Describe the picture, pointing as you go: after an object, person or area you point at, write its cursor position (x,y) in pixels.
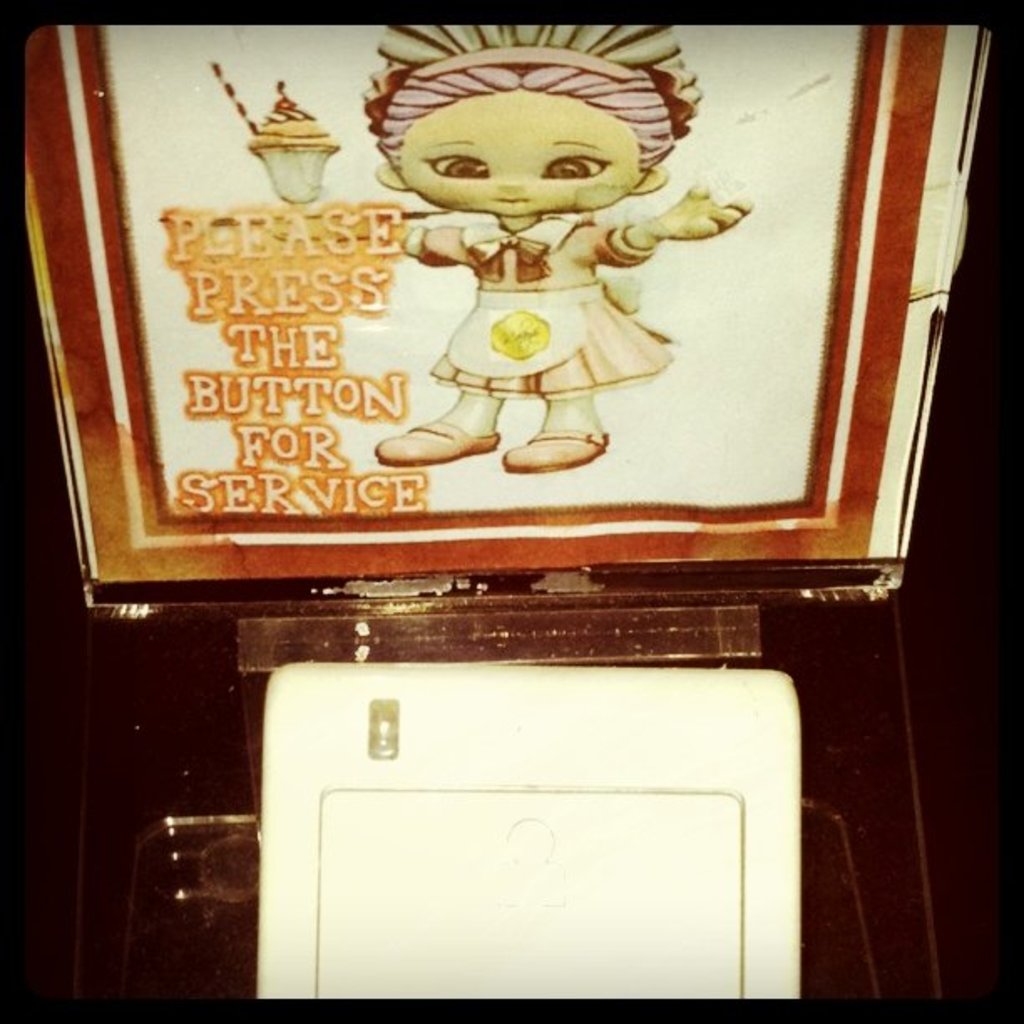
This looks like a poster (749,454), which is attached to the board (922,180). I can see a white color object (475,860), which is placed in front of the board (584,587).
